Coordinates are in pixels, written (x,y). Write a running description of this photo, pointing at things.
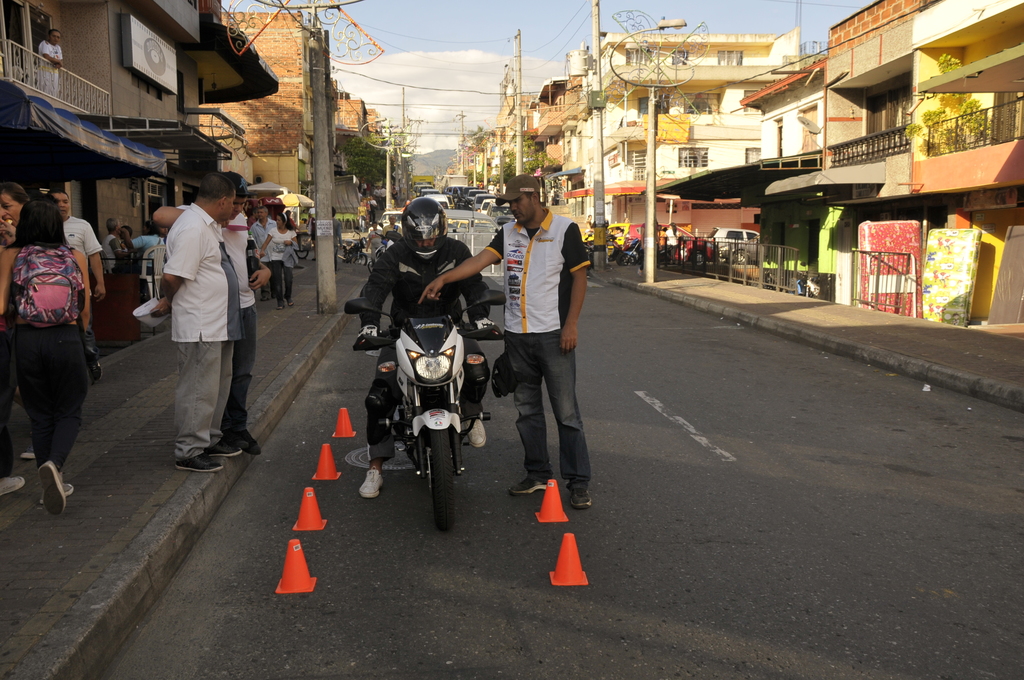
The person (414,289) wearing black dress (418,270) is sitting on a white bike (430,371) and there are group of people (186,291) beside him and their cars (475,212) and group of buildings (552,142) behind him.
